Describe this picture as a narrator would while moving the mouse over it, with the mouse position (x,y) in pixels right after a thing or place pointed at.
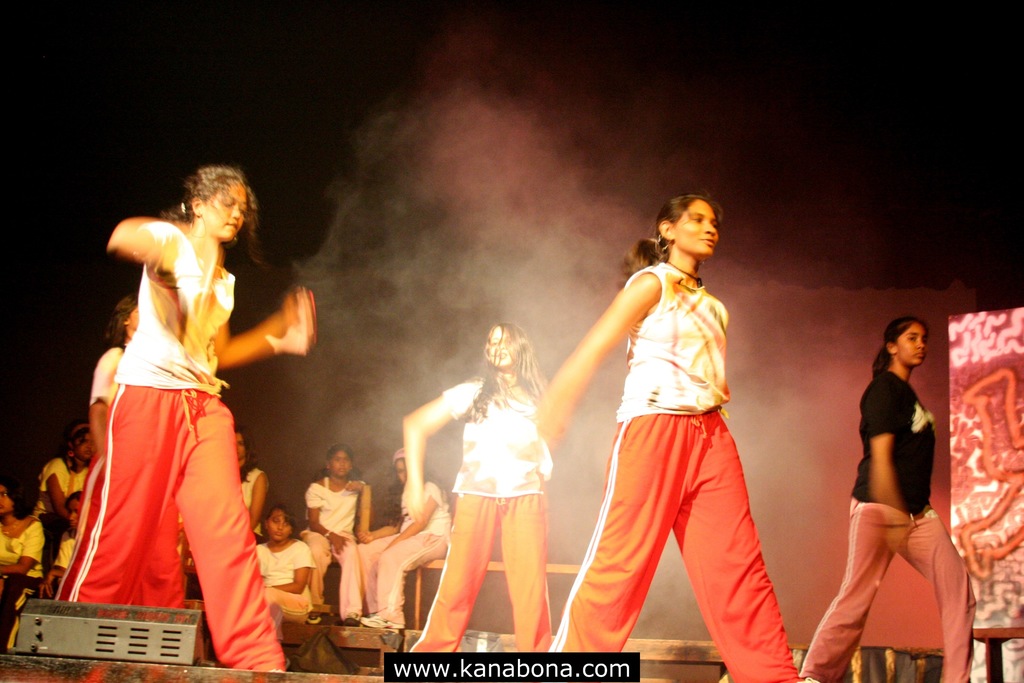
In the center of the image (518,352) we can see four girls (700,532) dancing. In the background (310,564) there are people (327,559) sitting.
